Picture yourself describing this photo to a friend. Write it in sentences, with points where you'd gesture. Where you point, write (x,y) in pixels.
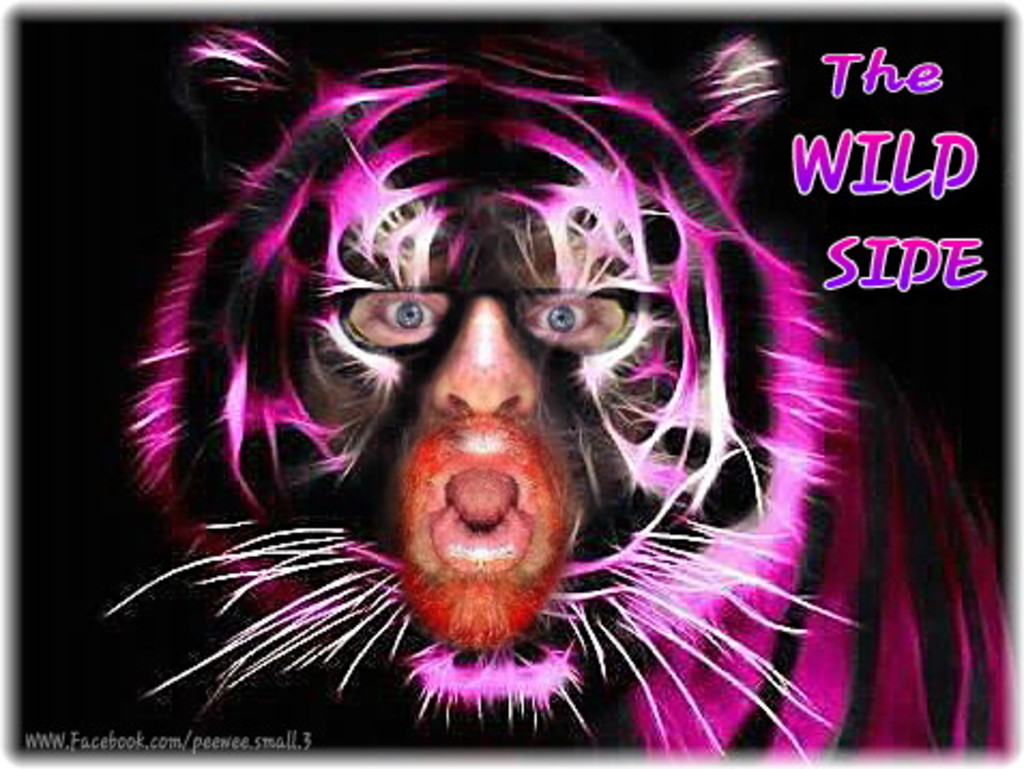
In this image, we can see a poster (375,270) of an animated animal (613,462) and some text (933,177) written on it.
